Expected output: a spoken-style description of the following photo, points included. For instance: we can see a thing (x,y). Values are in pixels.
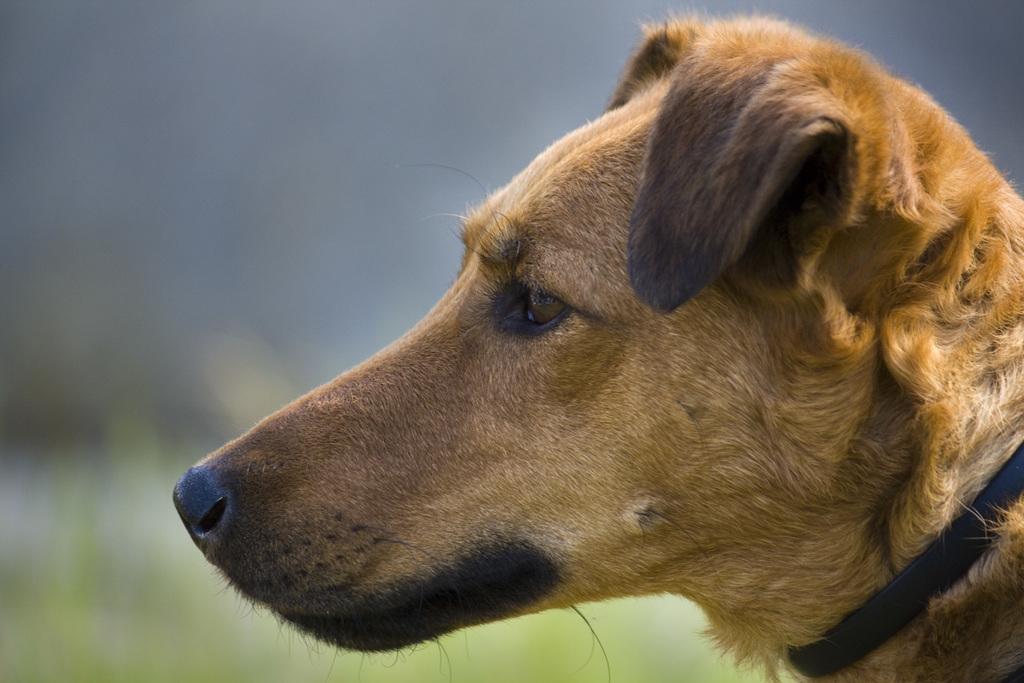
In this image I can see a dog (649,487) which is in brown and black color. Background (180,72) is blurred.
